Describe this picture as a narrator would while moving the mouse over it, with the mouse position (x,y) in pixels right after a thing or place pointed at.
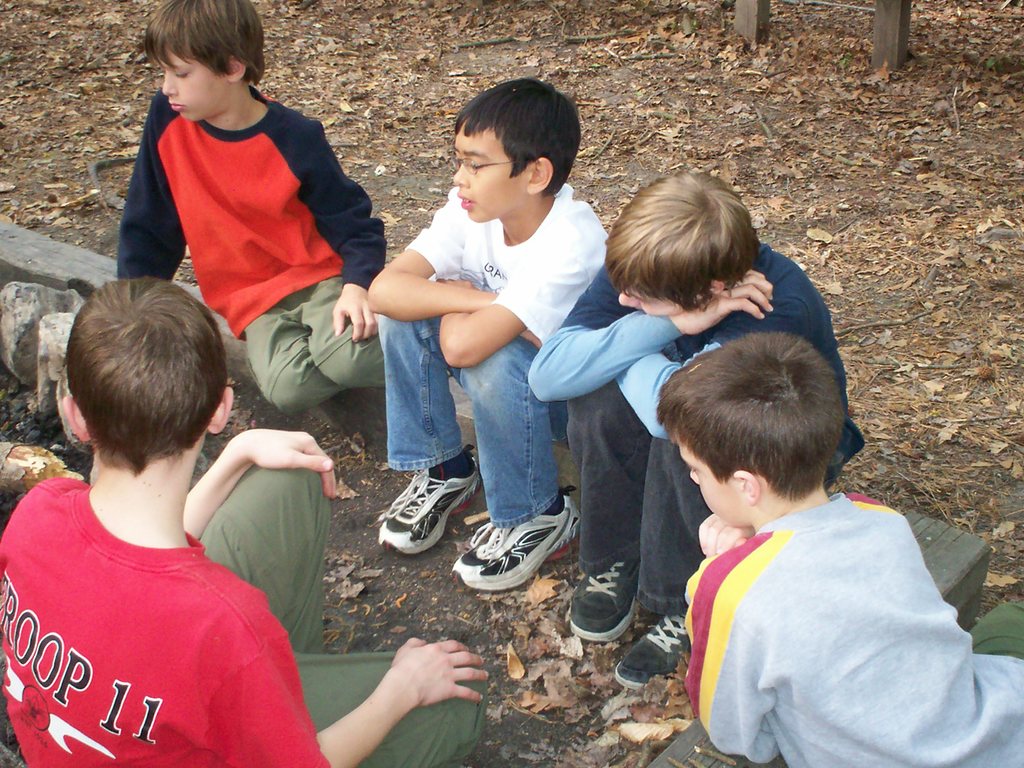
In this image we can see boys (692,556) sitting on logs (374,420). In the background (383,124) we can see leaves (1023,83).
